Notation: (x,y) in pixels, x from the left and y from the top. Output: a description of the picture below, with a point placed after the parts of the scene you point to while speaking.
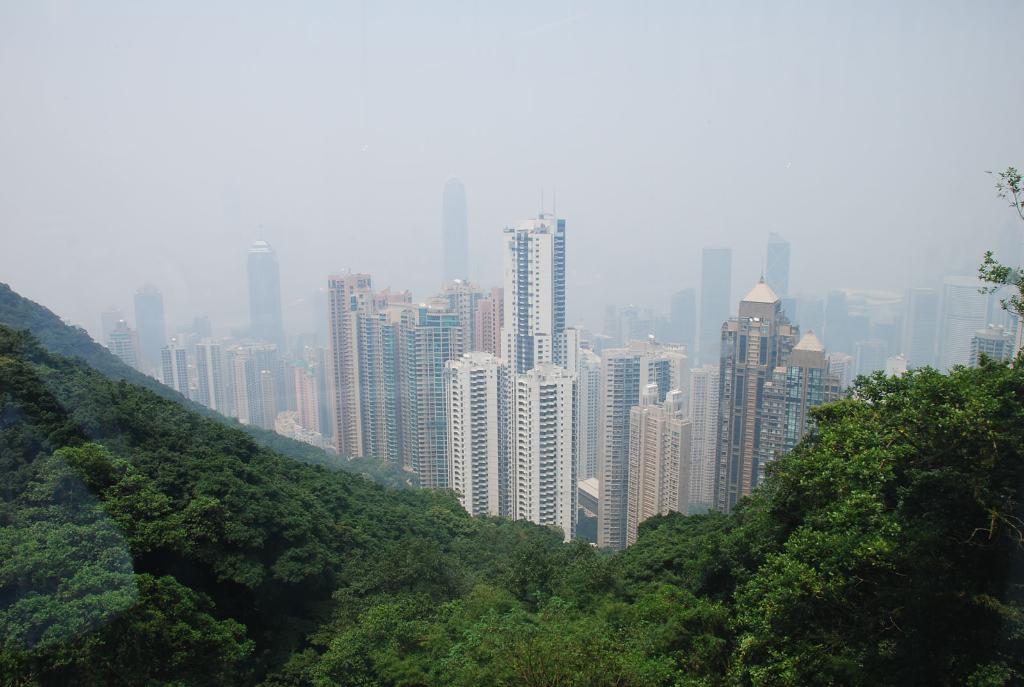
This image is taken from the top most view where we can see there are so many buildings (451,398) one beside the other. At the bottom (286,510) there are hills (414,553) on which there are trees (626,582). We can see the overall view of the city (665,385).
